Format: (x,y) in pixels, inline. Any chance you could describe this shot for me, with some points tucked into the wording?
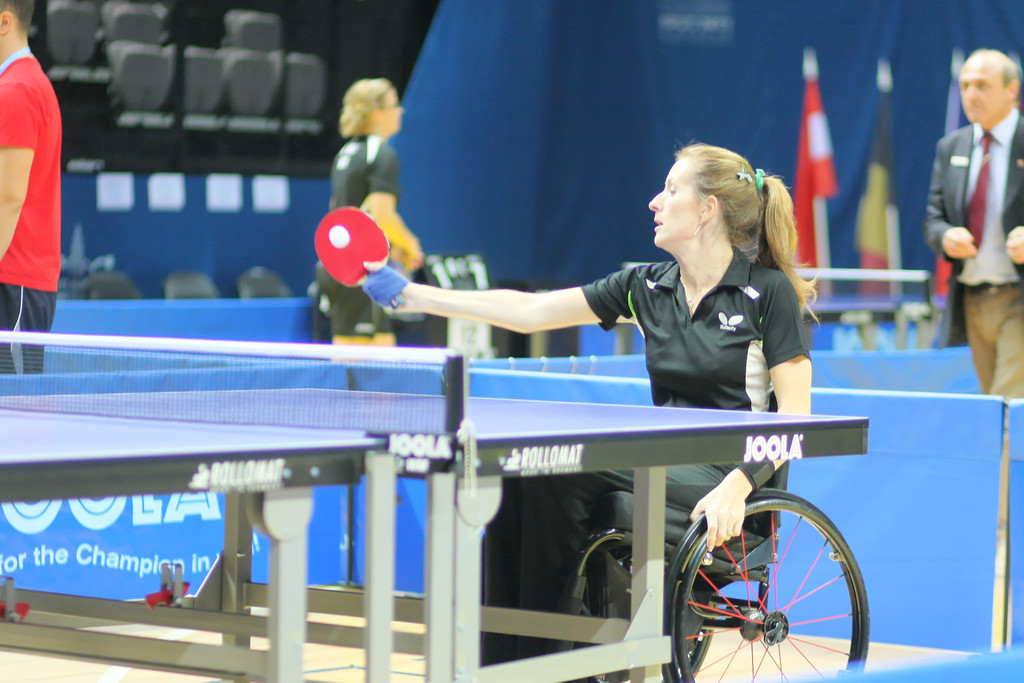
This image is taken indoors. On the left side of the image (341,462) there is a table tennis board (313,460) and there is a text (531,464) on it. A man (4,109) is standing on the floor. In the background (467,194) there are a few empty chairs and there is a wall (680,90). There are two flags (822,169) and there is a board (263,320). A woman (340,201) is standing on the floor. On the right side of the image (970,201) a man (960,241) is walking on the floor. In the middle of the image (571,310) a woman (731,528) is sitting in the wheel chair (675,579) and playing table tennis with a table tennis bat (357,243) and ball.
